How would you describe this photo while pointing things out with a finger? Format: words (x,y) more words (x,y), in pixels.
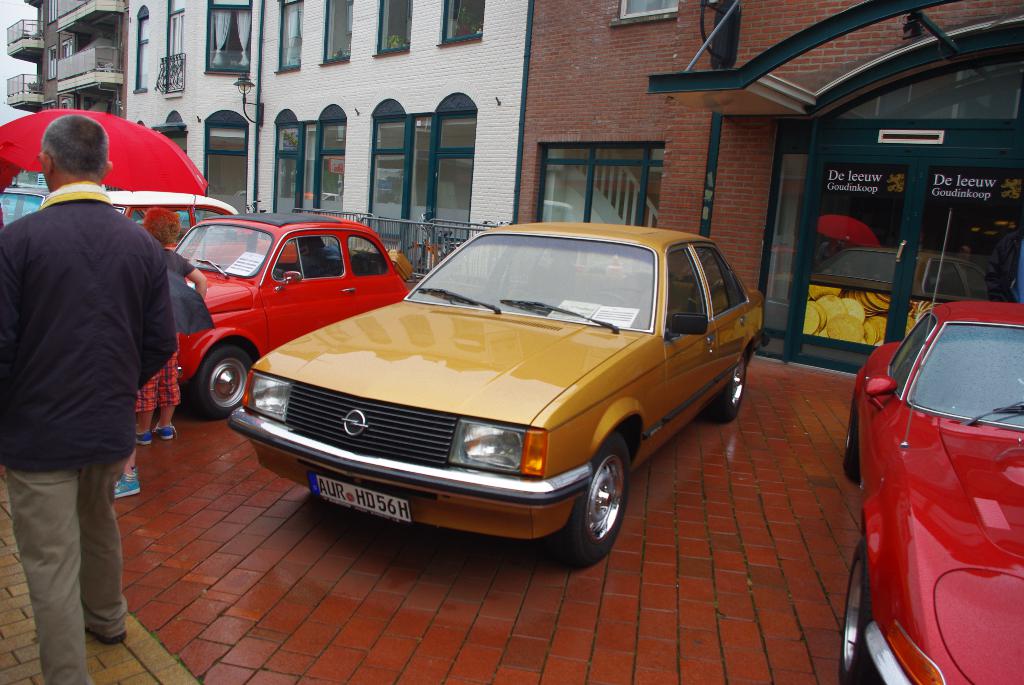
In the center of the image (453,380) we can see cars (227,212). On the left (111,463) there are people (175,345). In the background (275,21) there are buildings (535,90).
